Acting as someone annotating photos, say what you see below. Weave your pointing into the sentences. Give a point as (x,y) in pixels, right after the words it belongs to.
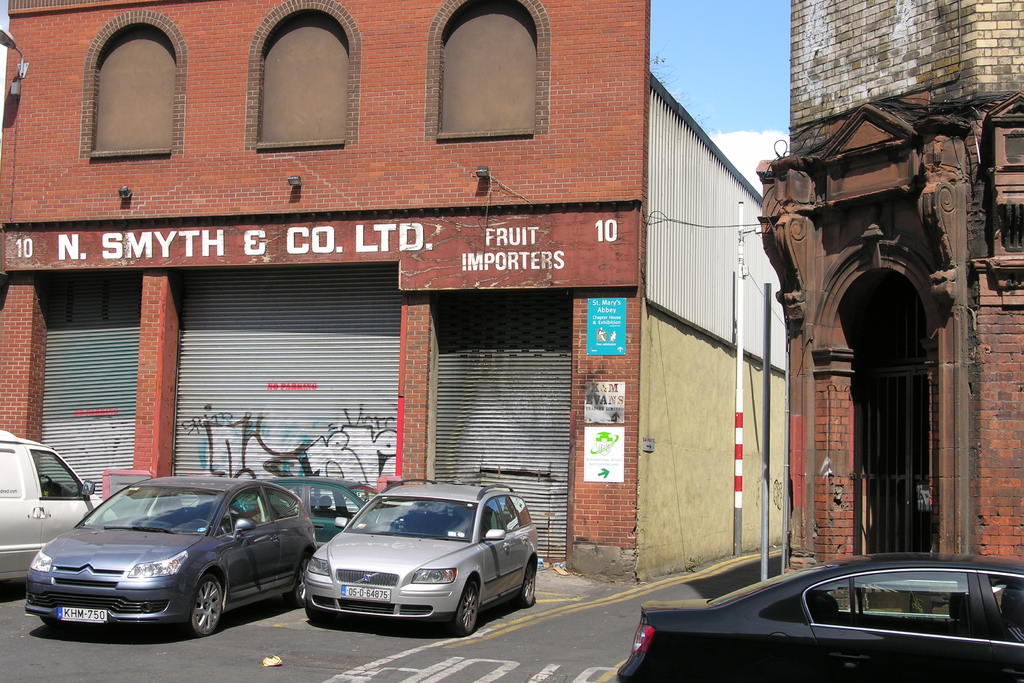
In this picture I can observe some cars (396,601) on the road (323,666). In the background (340,162) I can observe buildings (537,189) and sky (720,101).
